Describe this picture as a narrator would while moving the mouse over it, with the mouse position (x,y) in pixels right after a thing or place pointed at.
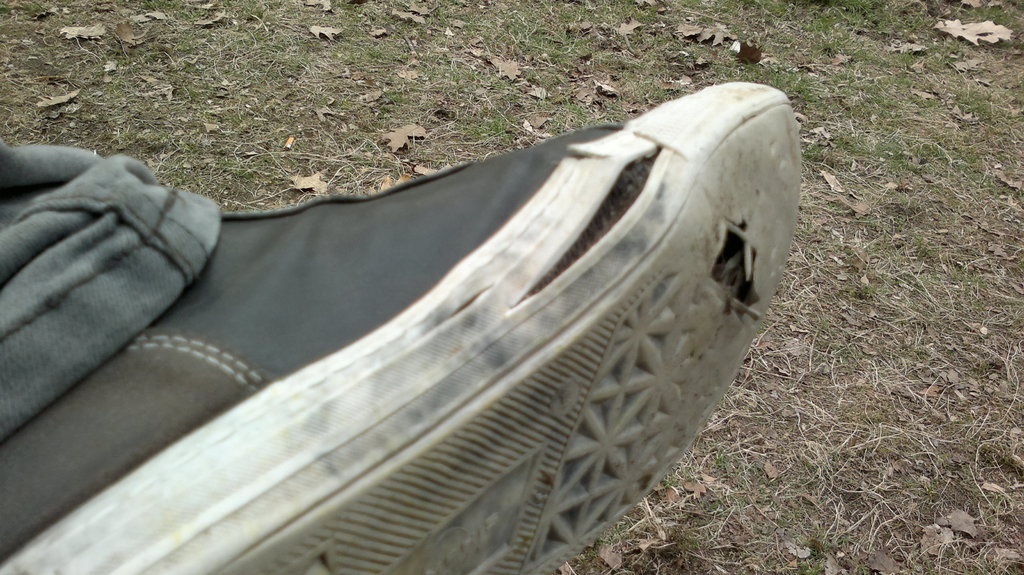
In this image I can see a person leg (9,177) which is wearing a shoe (342,295) on the left side (333,419).
